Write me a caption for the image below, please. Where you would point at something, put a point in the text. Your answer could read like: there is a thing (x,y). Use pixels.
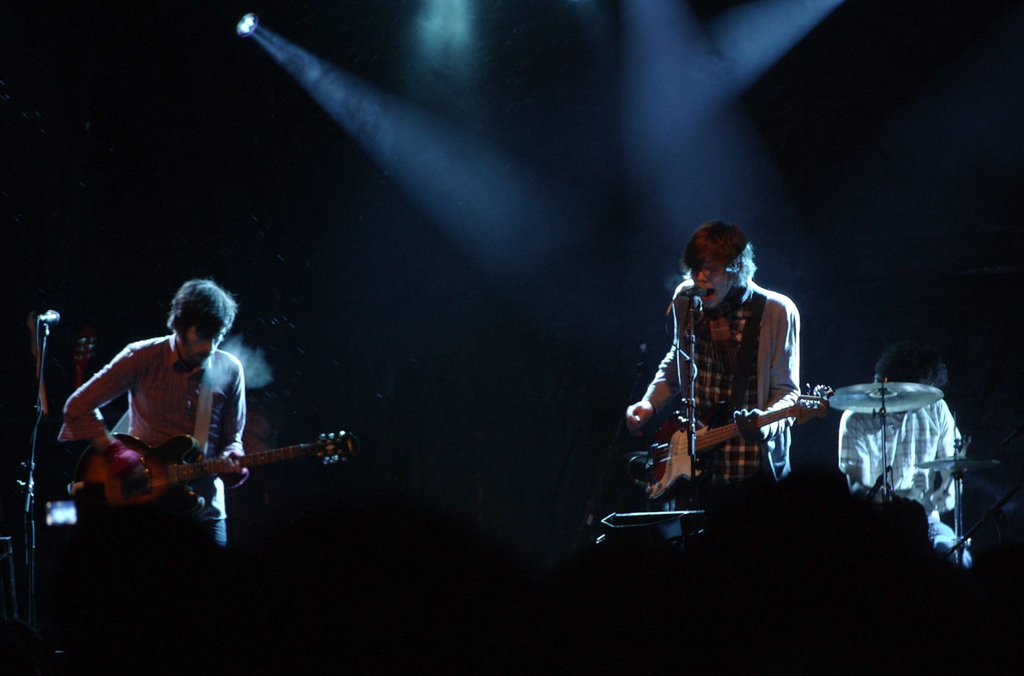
In this image there are musicians (216,446) performing and there are musical instruments (222,469). On the top (321,74) there are lights (683,29).
